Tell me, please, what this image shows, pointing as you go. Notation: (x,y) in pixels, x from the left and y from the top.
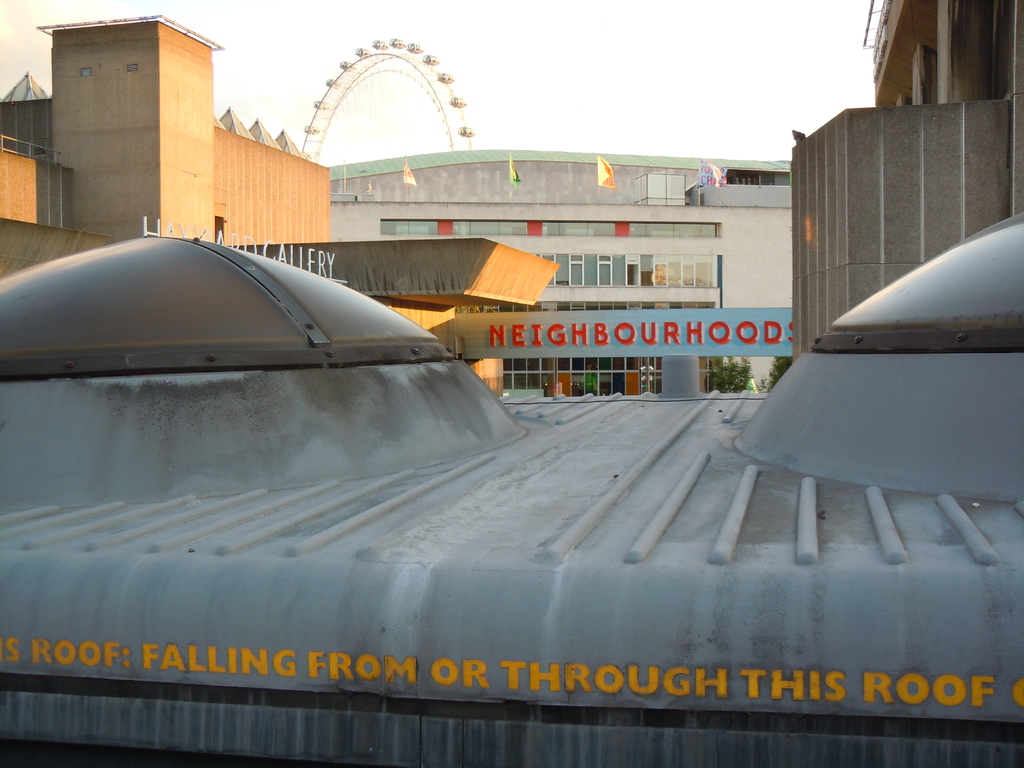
In the foreground (363,576), I can see a metal object (436,586) and a text (344,674). In the background (465,259), I can see buildings (711,300), trees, flags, metal objects (444,149) and the sky (284,70). This image is taken, maybe during a day.
